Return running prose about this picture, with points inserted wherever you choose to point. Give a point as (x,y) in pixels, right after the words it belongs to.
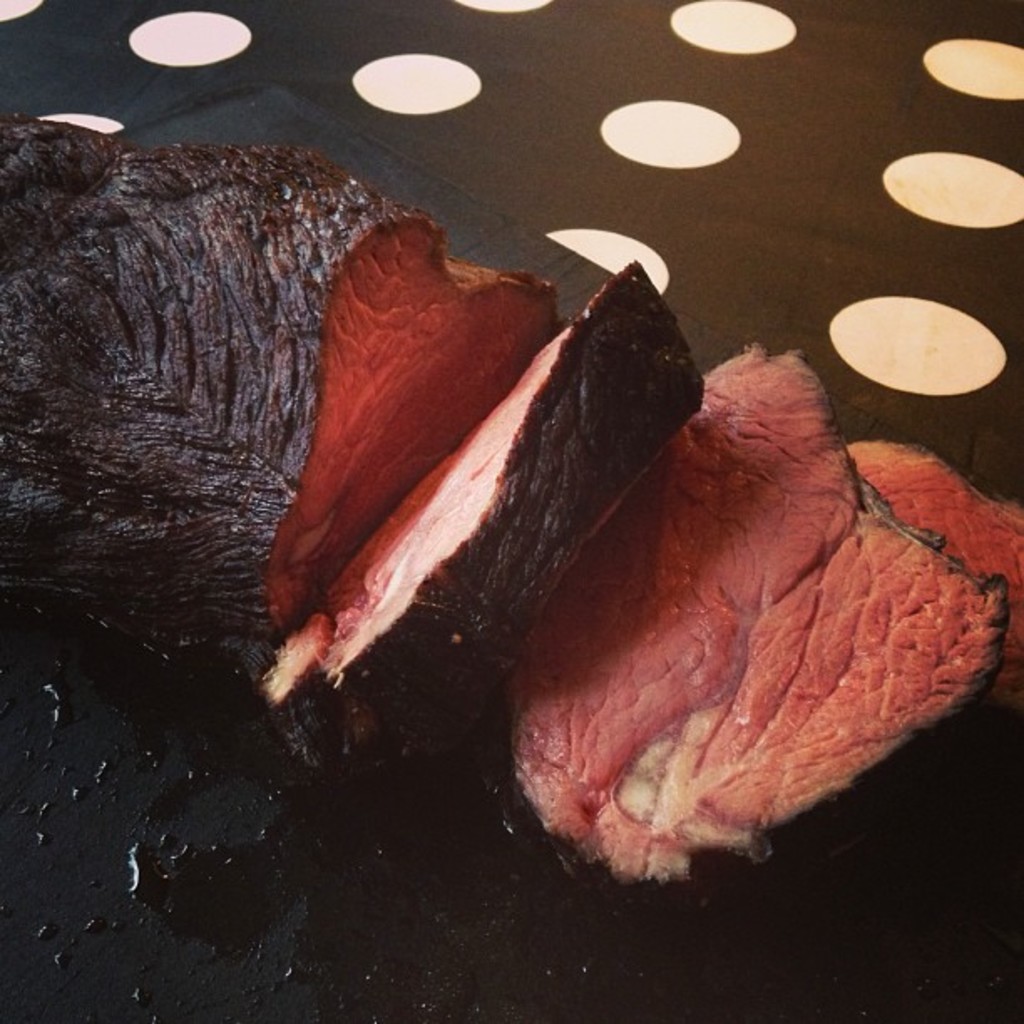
In this given picture, We can see flesh (903,445) after that, We can a black surface (711,343) and white dots (872,316).
